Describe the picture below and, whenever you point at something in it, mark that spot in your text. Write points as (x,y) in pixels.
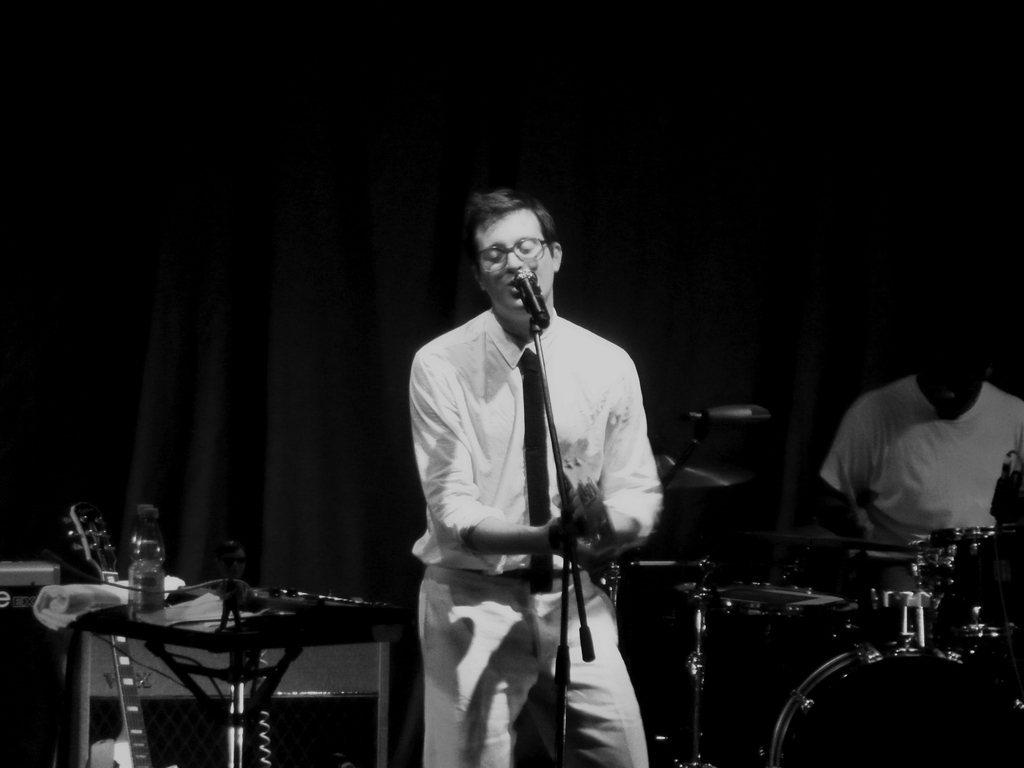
In the image there is a man (500,384) in front singing on mic (523,296), and right side (936,479) there is a man (922,480) playing drum (848,685).
